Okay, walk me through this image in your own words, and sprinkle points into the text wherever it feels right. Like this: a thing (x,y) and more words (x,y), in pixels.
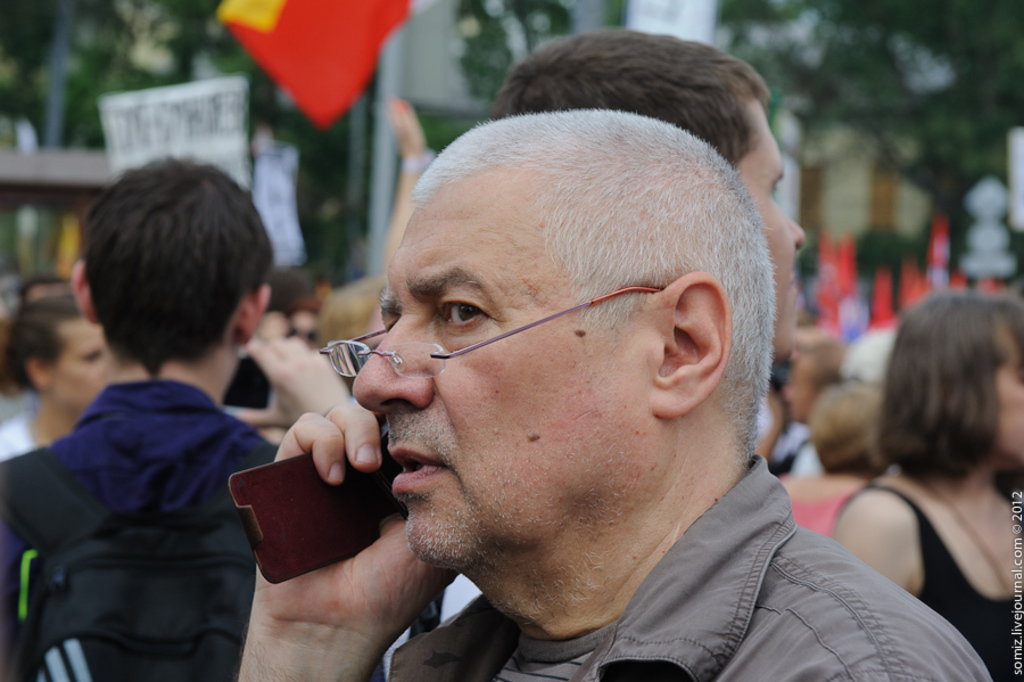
In this image we can see persons (523,481) and an object (245,513). In the background of the image (462,28) there are trees (477,92), flag (316,46), persons (547,92) and other objects (1021,225). On the image there is a watermark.
